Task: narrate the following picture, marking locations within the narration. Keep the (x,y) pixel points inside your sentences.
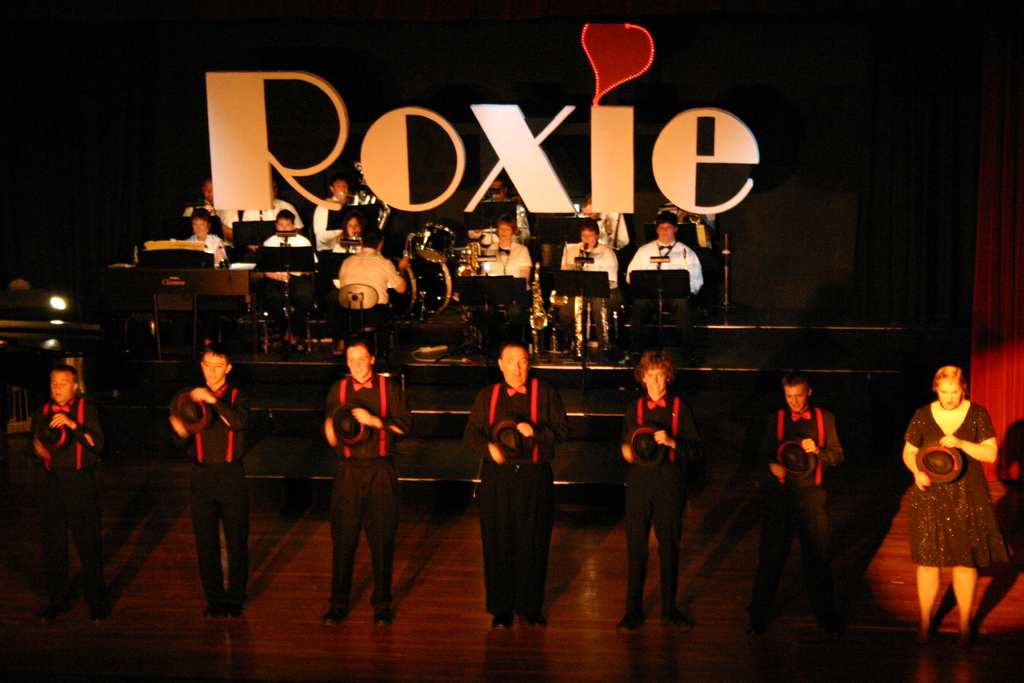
This picture seems to be clicked inside the hall (723,614). In the foreground (917,550) we can see the group of persons (72,419) holding some objects (942,461) and standing. In the background (816,181) we can see the text (497,149) and a curtain (909,302) and the group of persons (515,261) seems to be sitting and playing musical instruments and we can see a light (62,303) and some other objects (120,288).
